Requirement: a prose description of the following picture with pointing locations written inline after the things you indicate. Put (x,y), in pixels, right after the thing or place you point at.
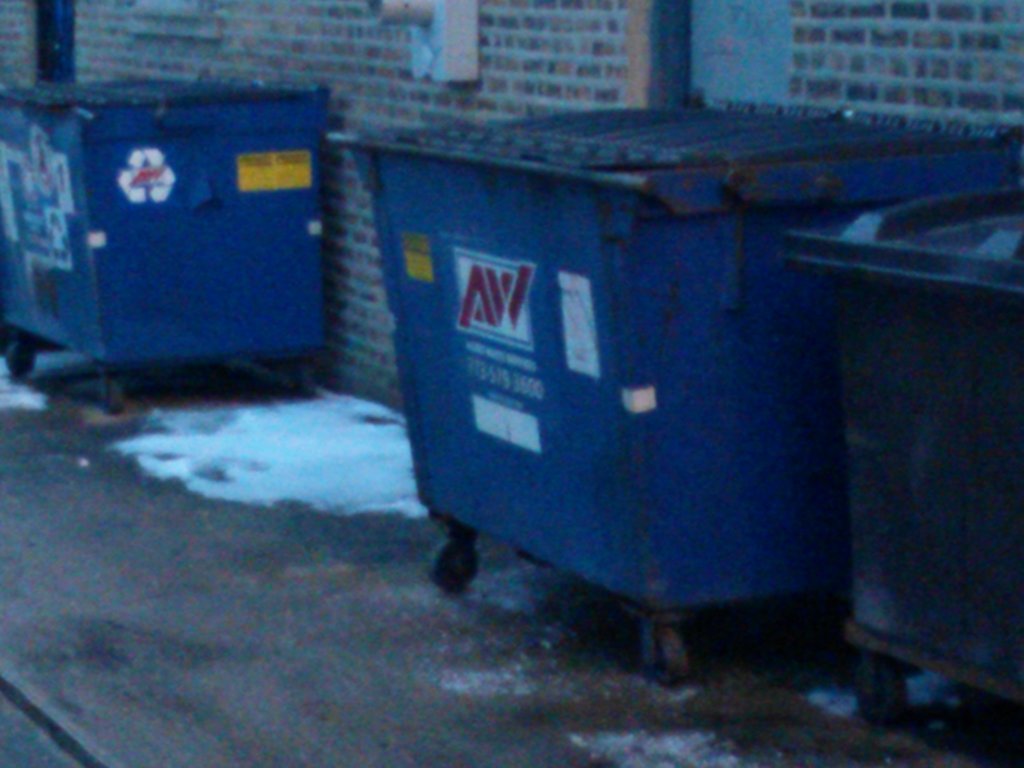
In this image we can see the trash bins (584,343) with wheels (665,663). In the background (413,110) we can see the brick wall (597,65).
